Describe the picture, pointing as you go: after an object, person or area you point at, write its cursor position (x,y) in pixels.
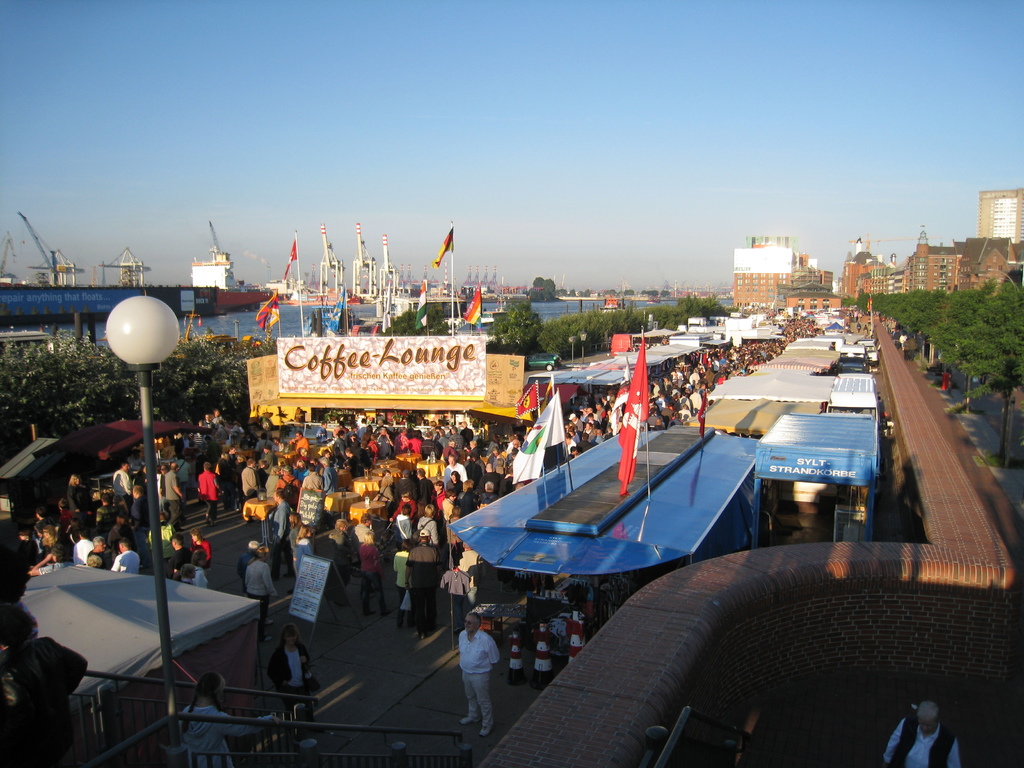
In this picture we can see people (437,437), boards (470,395), flags (520,470), poles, fence (346,730), traffic cones (544,624), stalls (515,525), trees (615,324), wall (950,582), and buildings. Here we can see water (253,319). In the background (321,175) there is sky (690,191).
